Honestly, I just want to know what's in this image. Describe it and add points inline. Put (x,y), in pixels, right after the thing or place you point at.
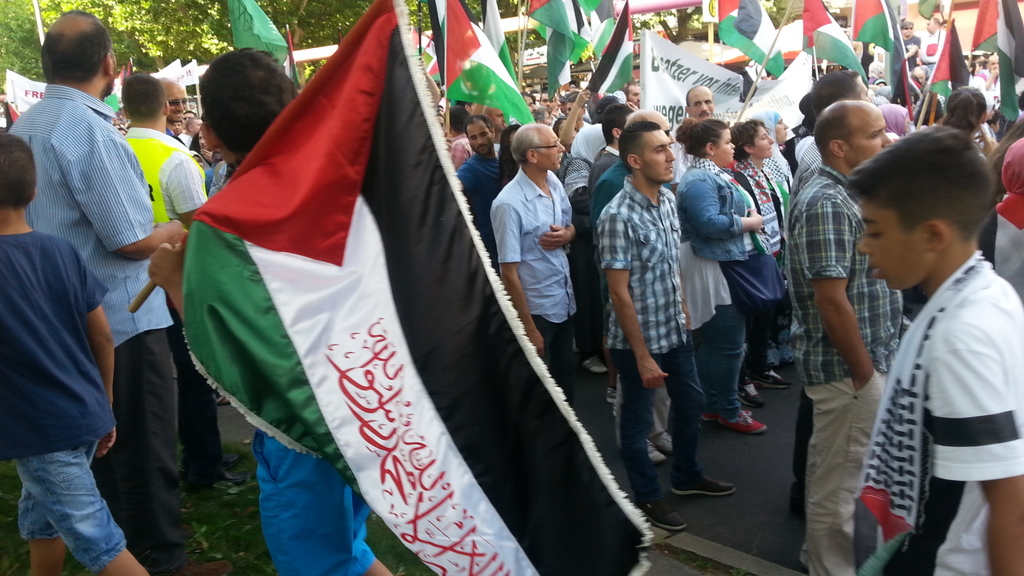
In this image I can see group of people (142,243), some are holding flags (521,333). The flag (437,293) is in black, white, green and red color, background (333,33) I can see trees (174,60) in green color.
